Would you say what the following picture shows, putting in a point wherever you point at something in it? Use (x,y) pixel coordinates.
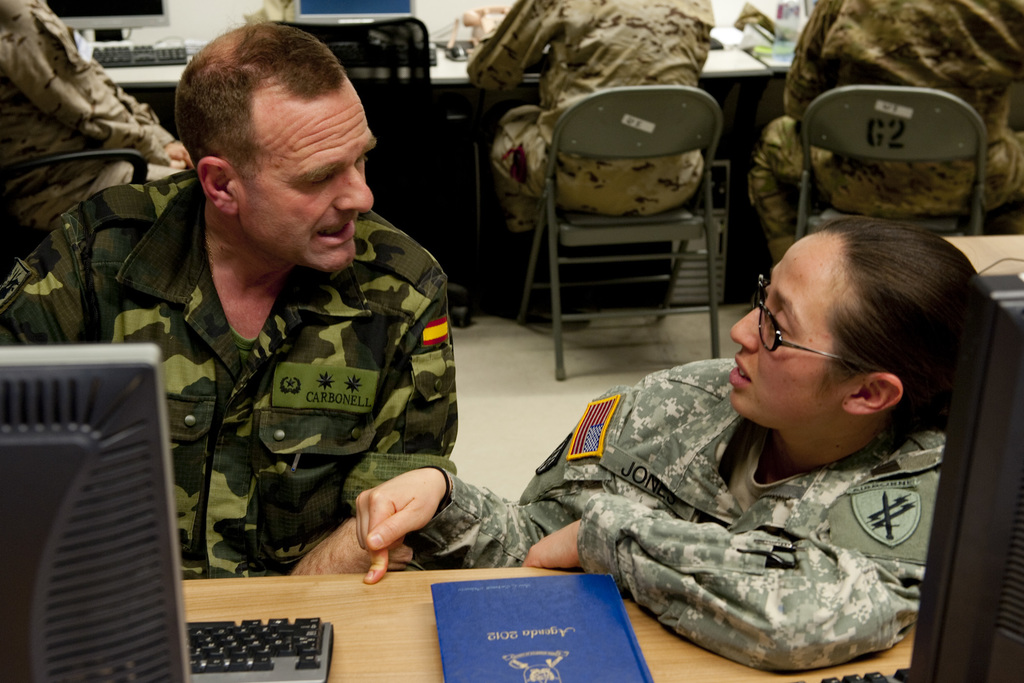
In this image there are the group of persons (332,428) sitting on the chair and on the left side (136,334) i can see a person (238,301) wearing a camouflage uniform (288,301) and his mouth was open. On the right side (918,441) i can see a woman (728,430) wearing a spectacles (768,345) and her mouth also open.
